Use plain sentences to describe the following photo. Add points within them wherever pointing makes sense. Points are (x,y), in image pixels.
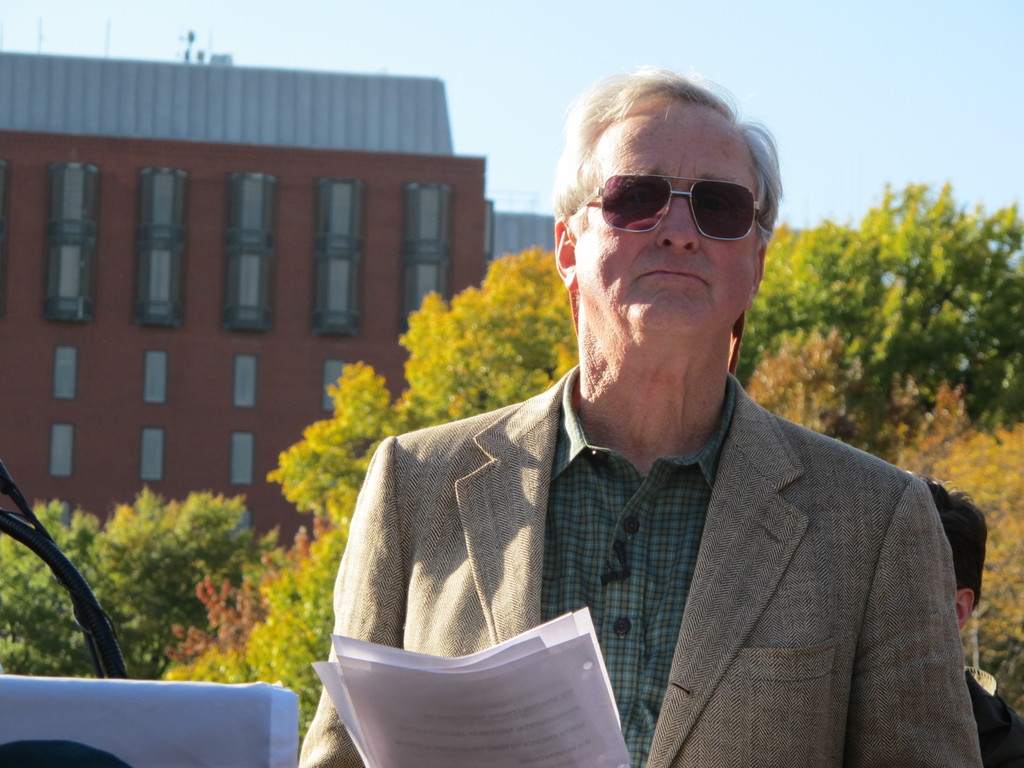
In this image we can see a person (793,496) holding some papers (542,650). On the backside (287,482) we can see a group of trees (262,555), a building (336,279) with windows (322,277) and the sky (409,50) which looks clear.
